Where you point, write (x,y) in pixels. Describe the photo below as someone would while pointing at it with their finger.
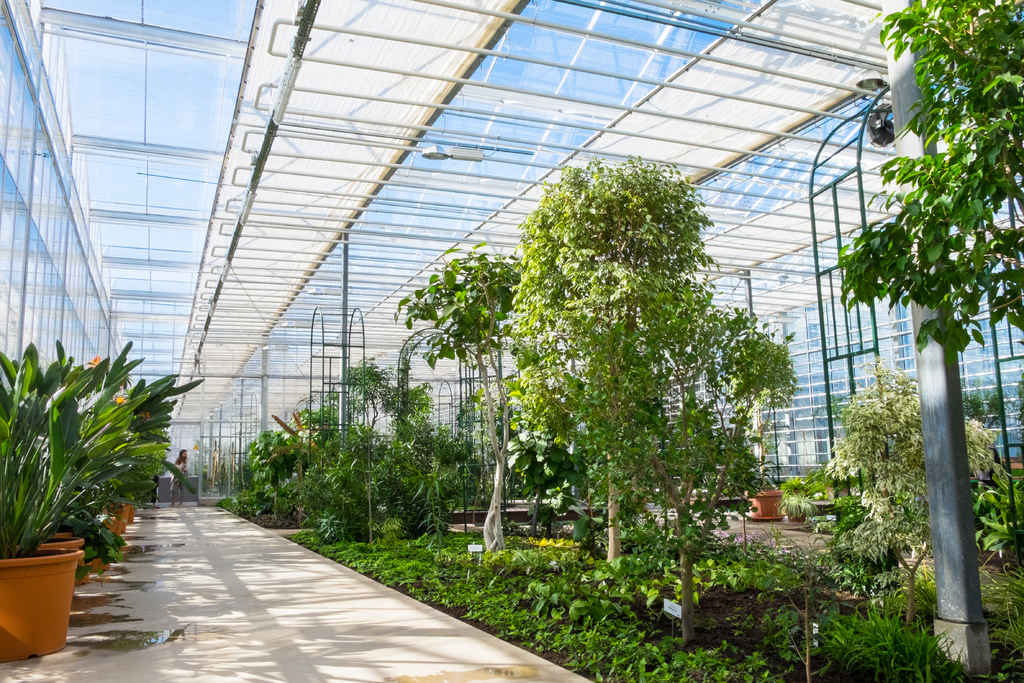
In this image there are few plants (310,442), grass (730,682), a person (185,464) few poles (936,446) and some other objects (132,510) in the nursery (825,428).
